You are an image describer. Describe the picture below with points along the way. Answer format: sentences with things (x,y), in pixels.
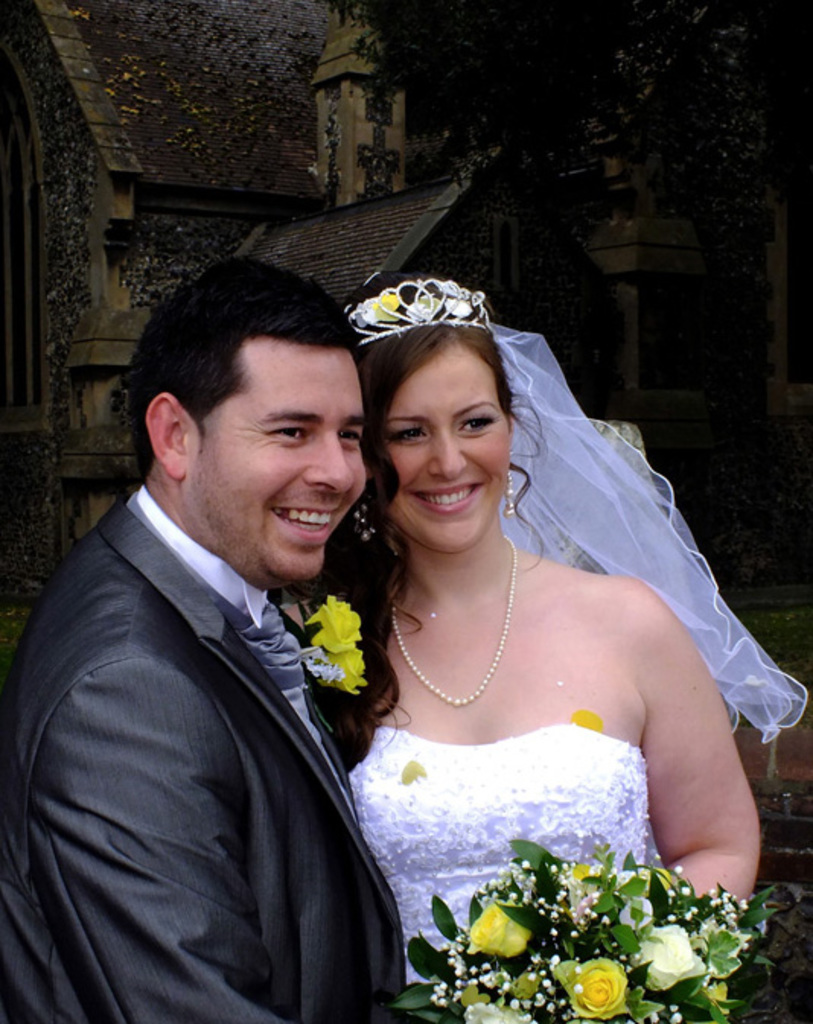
In the center of the image (494,346) we can see bride (617,641) and groom (332,890) are smiling. A bride (393,671) is holding a bouquet (485,895) in her hand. In the background of the image (681,243) we can see a building (383,247), roof (409,215).
